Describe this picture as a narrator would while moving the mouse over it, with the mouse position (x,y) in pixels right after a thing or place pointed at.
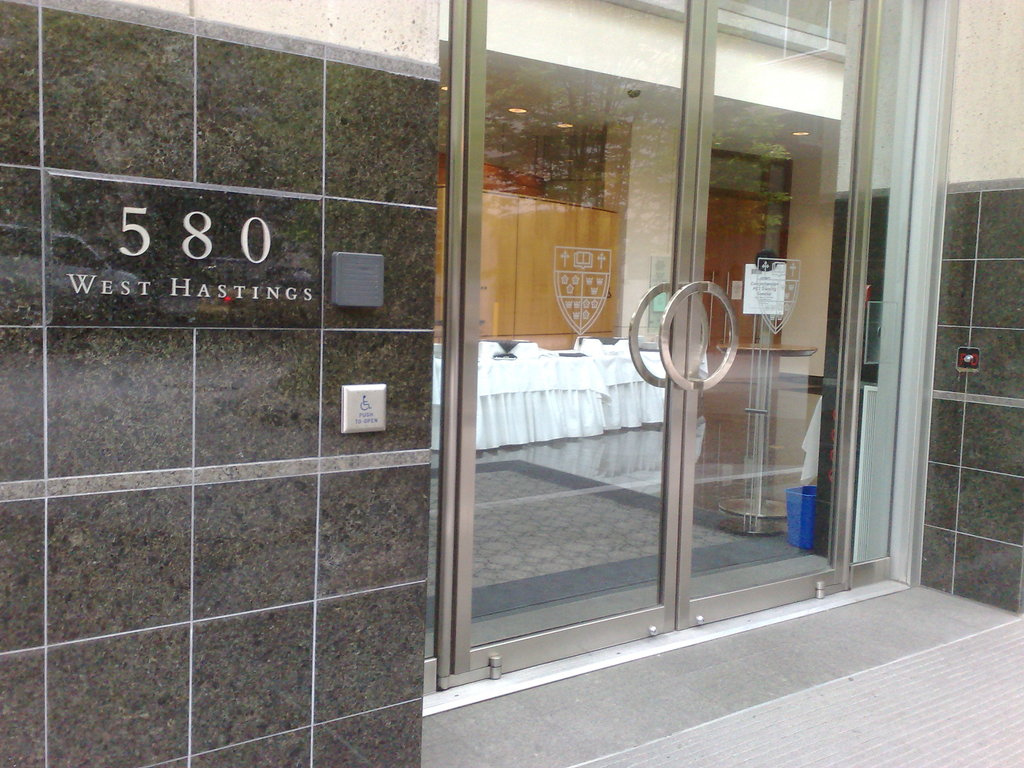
In this image there is a building (489,196) with some text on the wall (24,99) and there is a glass door (567,380) through which we can see there are tables (522,369) arranged.
